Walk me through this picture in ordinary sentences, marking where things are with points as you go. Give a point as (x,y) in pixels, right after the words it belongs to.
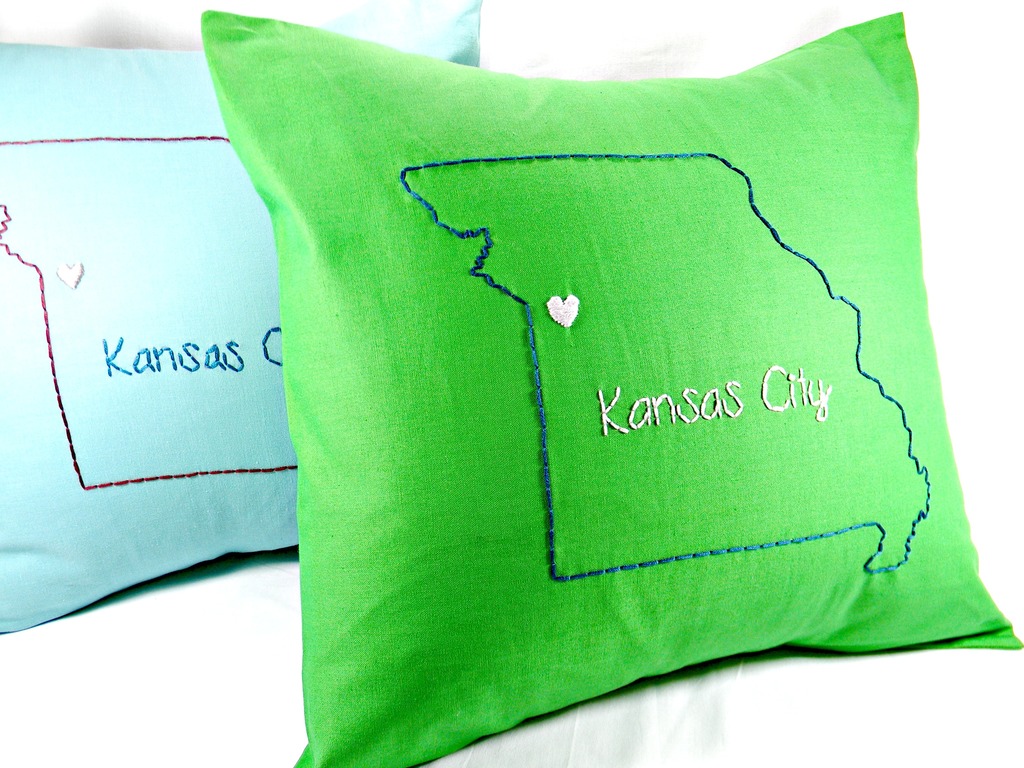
In this picture I can see couple of cushions (458,372) one is green and another one is blue in color and I can see text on it and a white color background (817,15).
